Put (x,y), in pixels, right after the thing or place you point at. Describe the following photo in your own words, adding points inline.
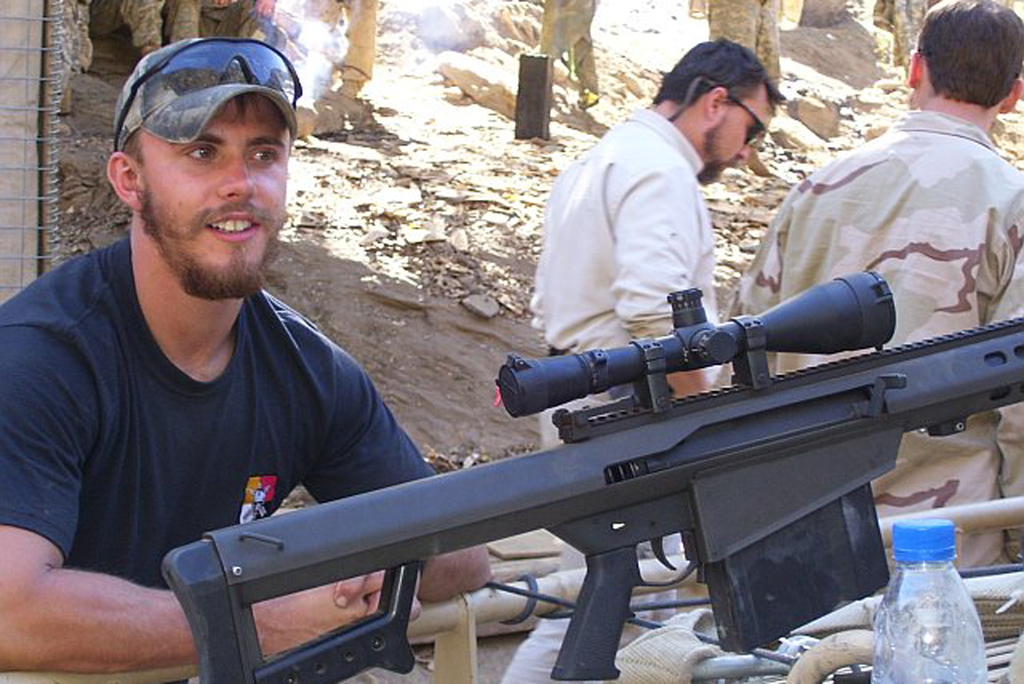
On the left side of the image (182,388) we can see a man (291,395) is sitting and wearing cap (176,121), goggles (196,70). On the right side of the image (726,368) we can see two persons (814,231) are walking. At the bottom of the image (828,576) we can see a gun (677,521), bottle (887,641), fencing (422,611), wire (705,603), cloth (691,644). In the background of the image (382,283) we can see some stones (410,151), rocks (470,71), ground (424,116) and some persons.
